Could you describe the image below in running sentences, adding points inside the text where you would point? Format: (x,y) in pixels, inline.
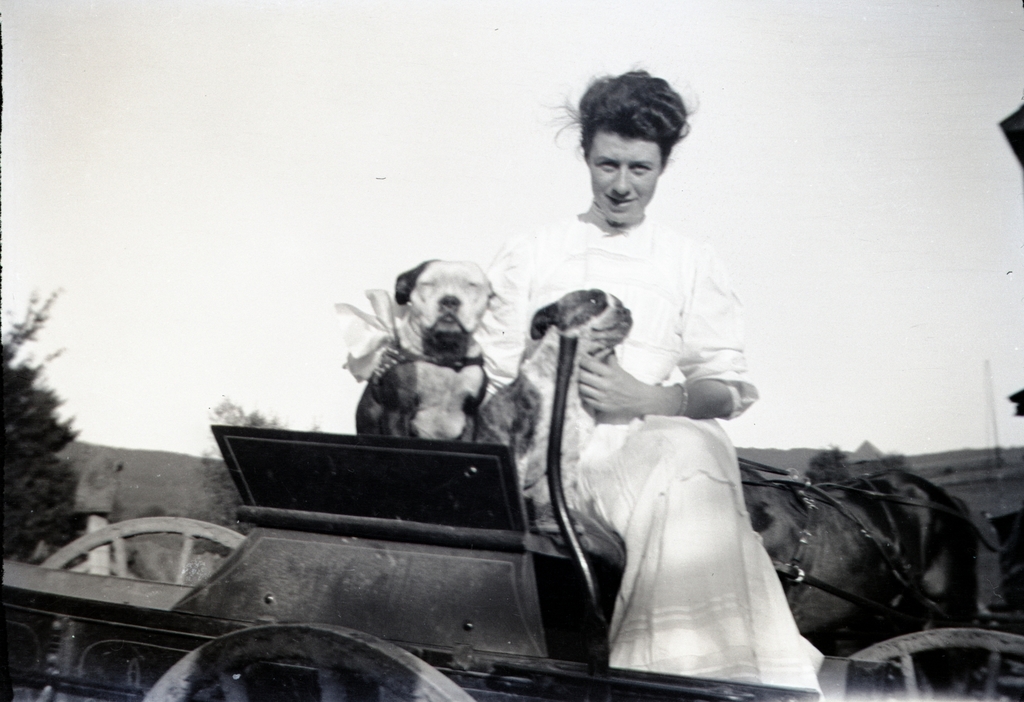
in this picture we can see a woman (674,431) sitting with a dog (608,333) beside her, we can also see a cart (298,505), we can see a trees (42,465) near by.
